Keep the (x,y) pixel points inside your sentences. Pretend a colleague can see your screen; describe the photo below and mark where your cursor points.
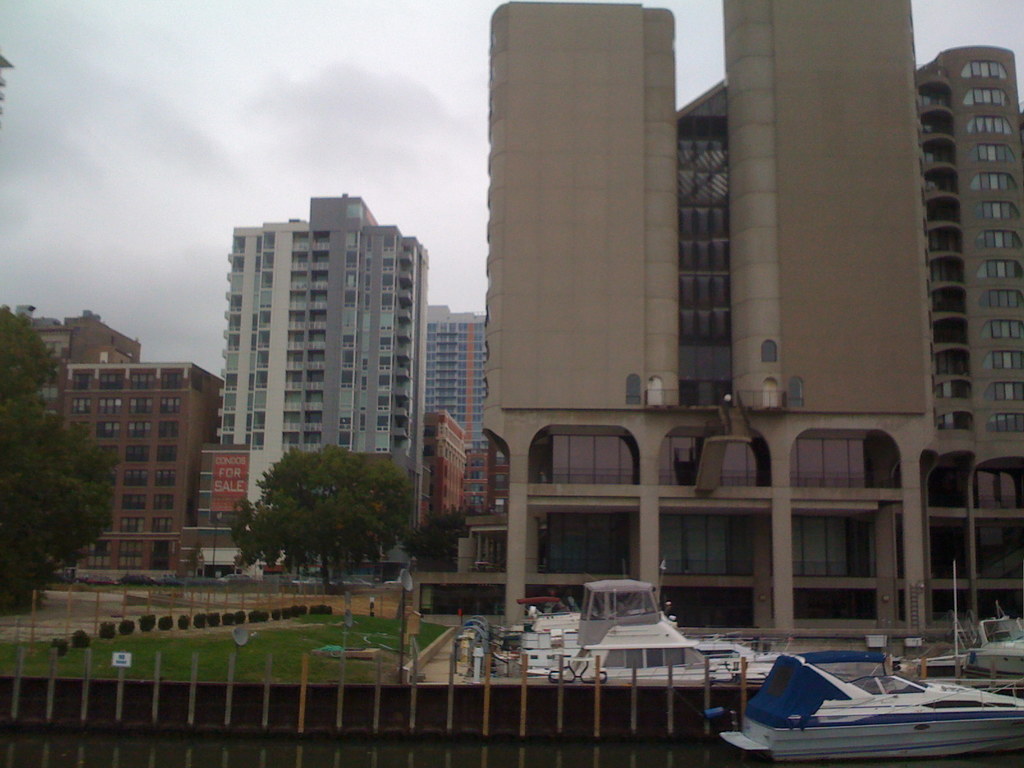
In the image we can see the buildings (249,414) and these are the windows (102,433) of the buildings (692,340). Here we can see the poles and there are boats (801,711) in the water (754,755). Here we can see trees (46,506) and the cloudy sky (87,178).
